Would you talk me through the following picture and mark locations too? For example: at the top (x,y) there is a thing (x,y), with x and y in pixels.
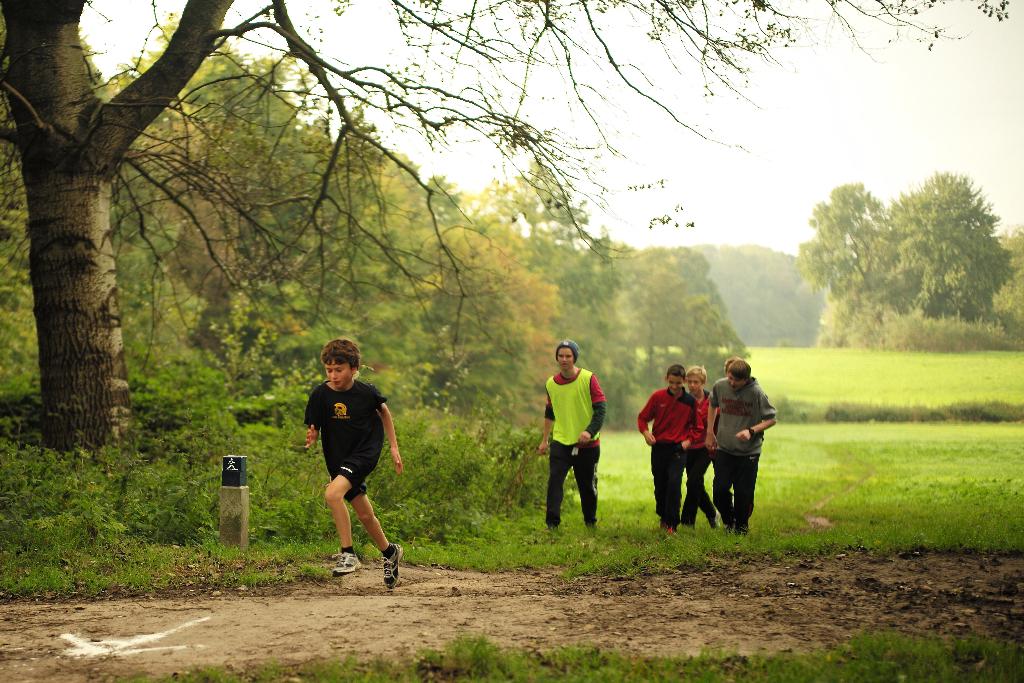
This picture is taken from the outside of the city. In this image, in the middle (359,407), we can see a boy (353,394) wearing a black color shirt (364,435) is running on the land (360,627). In the background (571,376), we can see a group of people (744,489). In the background (900,249), we can see some trees (702,249), plants (484,443). At the top (735,38), we can see a sky (734,18), at the bottom (861,489), we can see some plants (474,527) and a grass (839,461) and a land (520,589) with some stones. On the left side (13,296), we can also see some trees (177,238) and plants (265,414).
